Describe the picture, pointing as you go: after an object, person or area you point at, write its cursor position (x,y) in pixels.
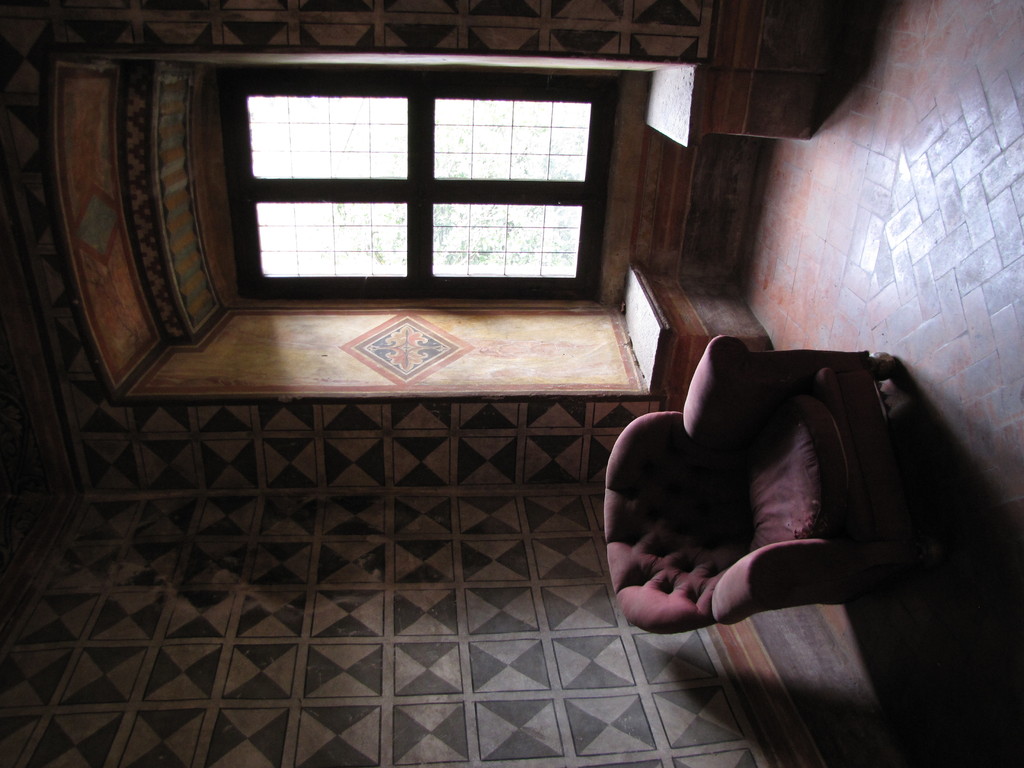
In this image we can see couch (822,431), window (508,174) and wall (105,314).
